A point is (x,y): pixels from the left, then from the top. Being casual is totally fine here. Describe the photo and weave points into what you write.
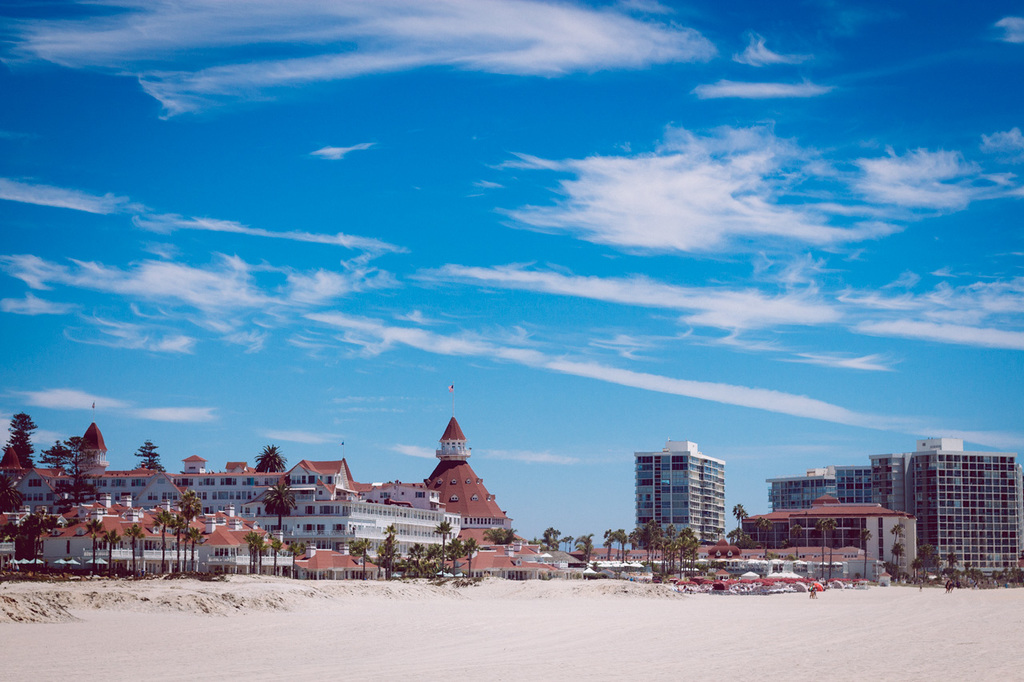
In this image I can see land (738,627) in the front (744,601). There are trees (436,564) and buildings (945,470) at the back (996,507). There is sky (519,236) at the top (464,226).
